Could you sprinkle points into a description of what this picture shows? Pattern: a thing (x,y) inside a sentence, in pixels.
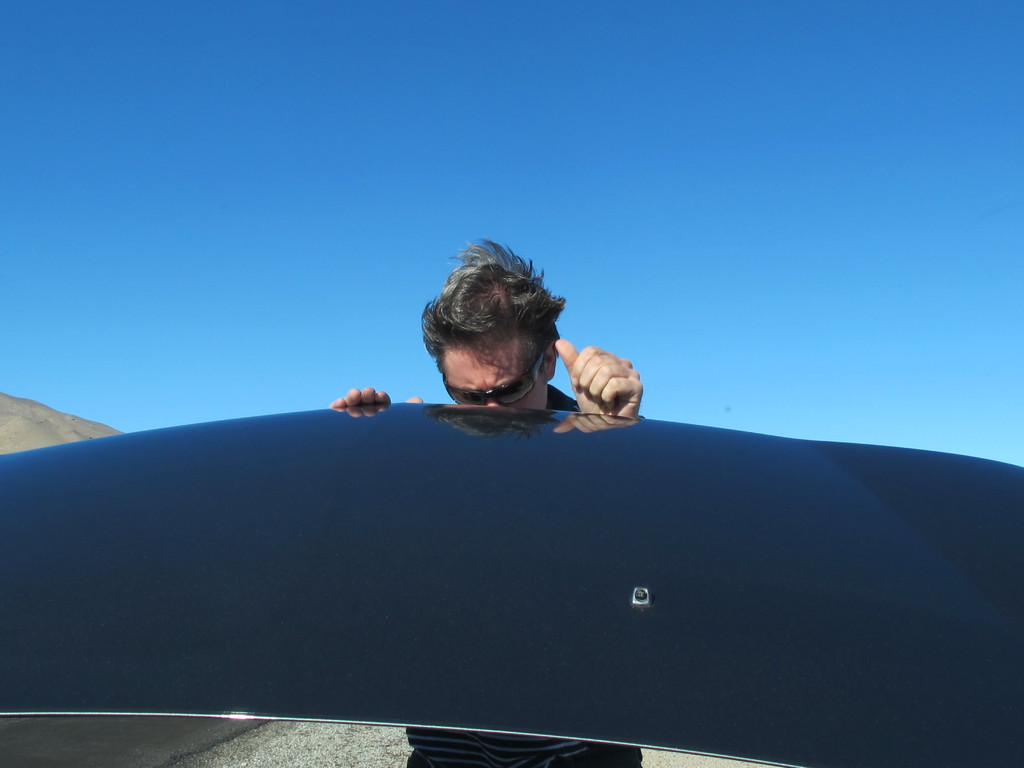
In this image I can see a person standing and holding some object (315,581). Background (250,68) I can see sky (376,71) in blue color.
